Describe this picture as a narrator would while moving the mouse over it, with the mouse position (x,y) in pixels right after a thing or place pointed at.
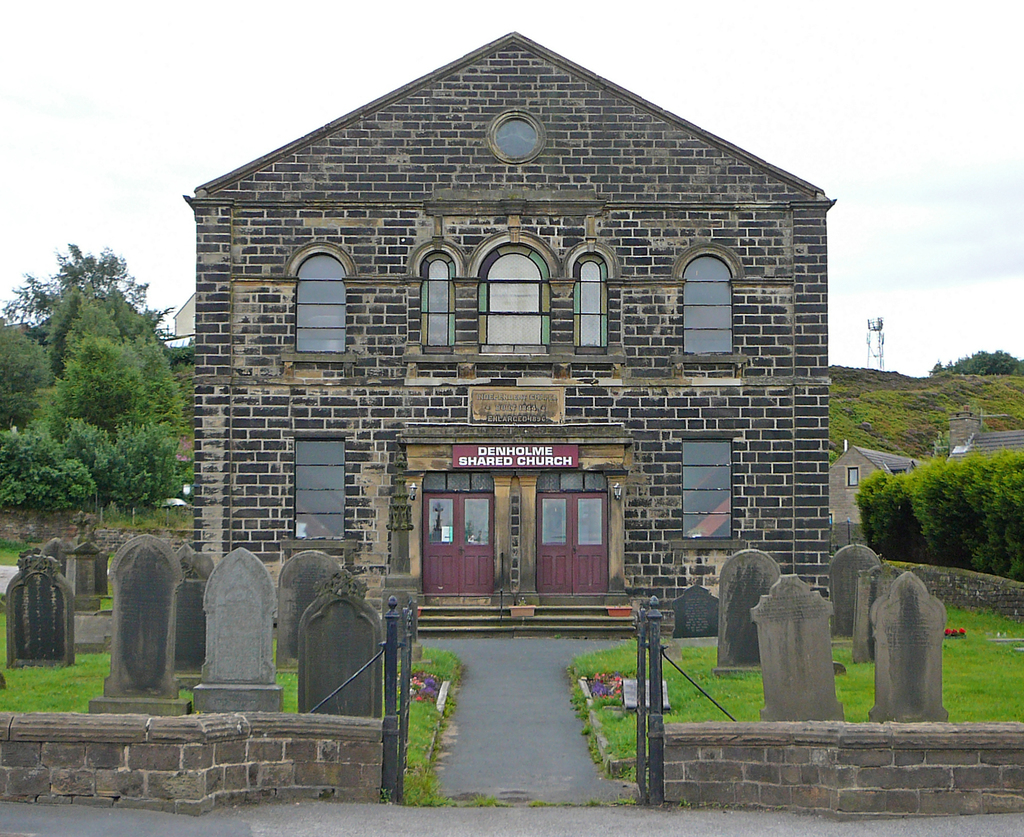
In this image in the center (520,495) there is one building (711,459), and on the right side (780,614) and left side (248,607) there are some cemeteries (179,712), grass (51,687), wall (832,784) and rods (643,739). At the bottom (488,707) there is a walkway (62,825), and in the background (190,369) there are some trees (147,482) and houses (962,446) and tower (875,325). And at the top of the image (208,147) there is sky (861,267).
